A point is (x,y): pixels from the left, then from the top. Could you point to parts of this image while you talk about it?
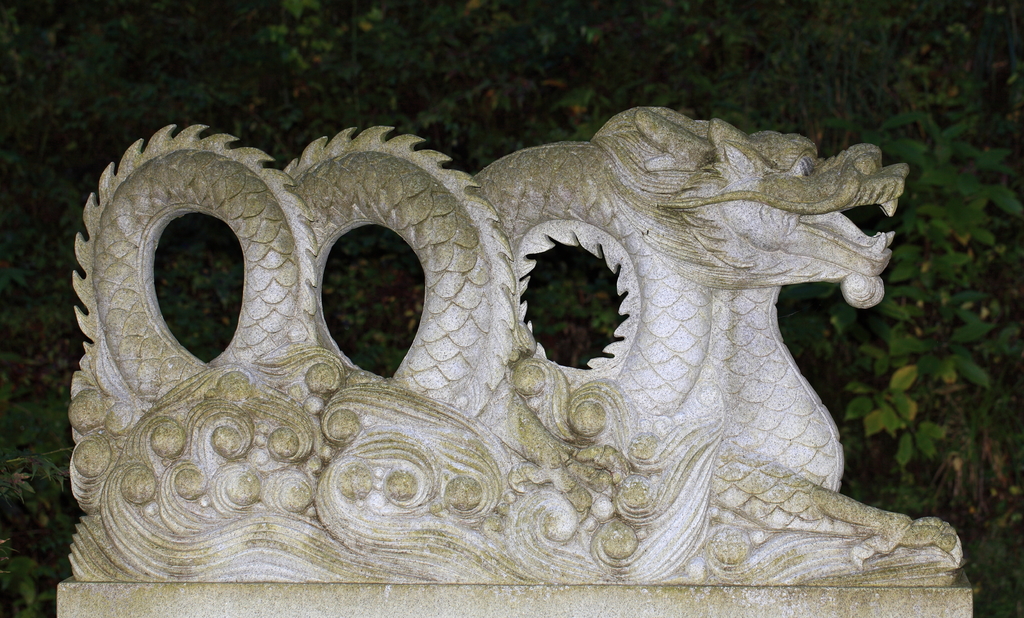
In this image in the foreground (133,347) there is one sculpture (669,207), in the background (913,246) there are some trees (75,27).
